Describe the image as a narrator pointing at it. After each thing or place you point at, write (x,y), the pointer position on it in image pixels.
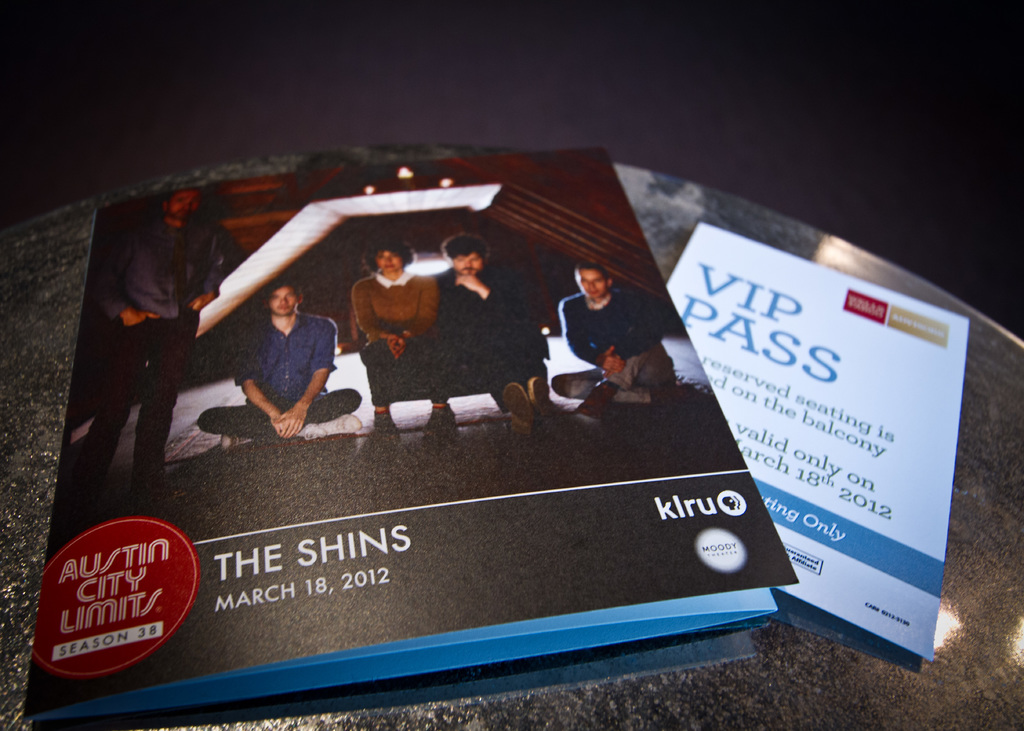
In this picture there is a table (462,681) at the bottom (492,725). On the table (479,710) there were two cards (507,490). On one of the card (386,420), there were five people (378,317) and some text (243,570) on it. On another card (835,547) there is some text (716,378).
